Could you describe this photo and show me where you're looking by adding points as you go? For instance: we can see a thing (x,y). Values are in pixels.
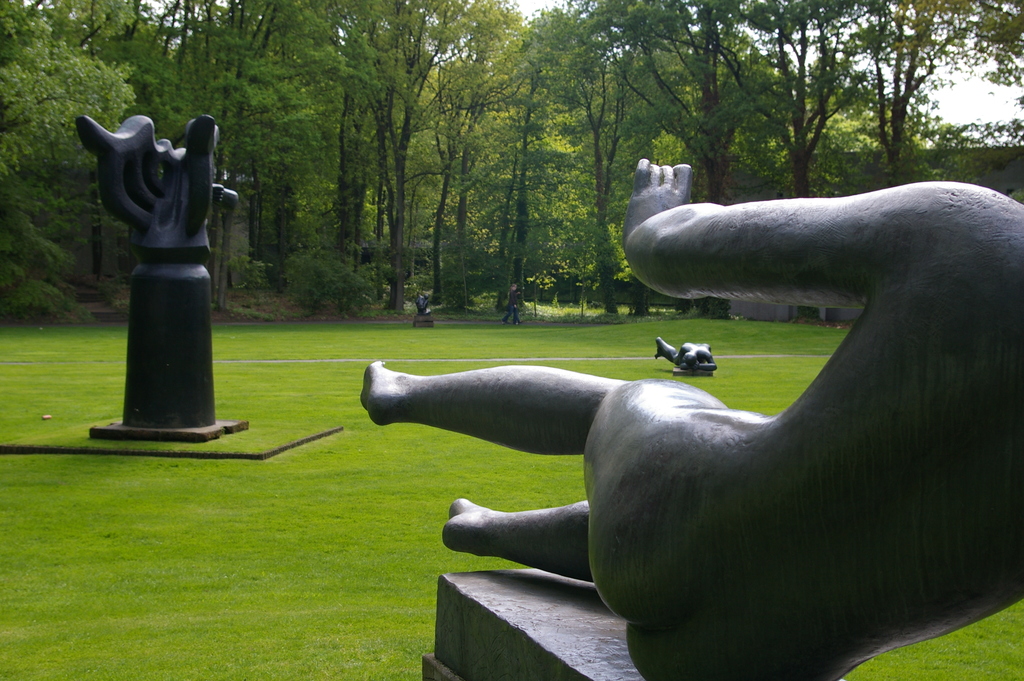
In this picture we can see the grass (208,443), statues (803,554), trees (513,88), person (517,310), wall (1012,170) and in the background (966,117) we can see the sky (979,119).
